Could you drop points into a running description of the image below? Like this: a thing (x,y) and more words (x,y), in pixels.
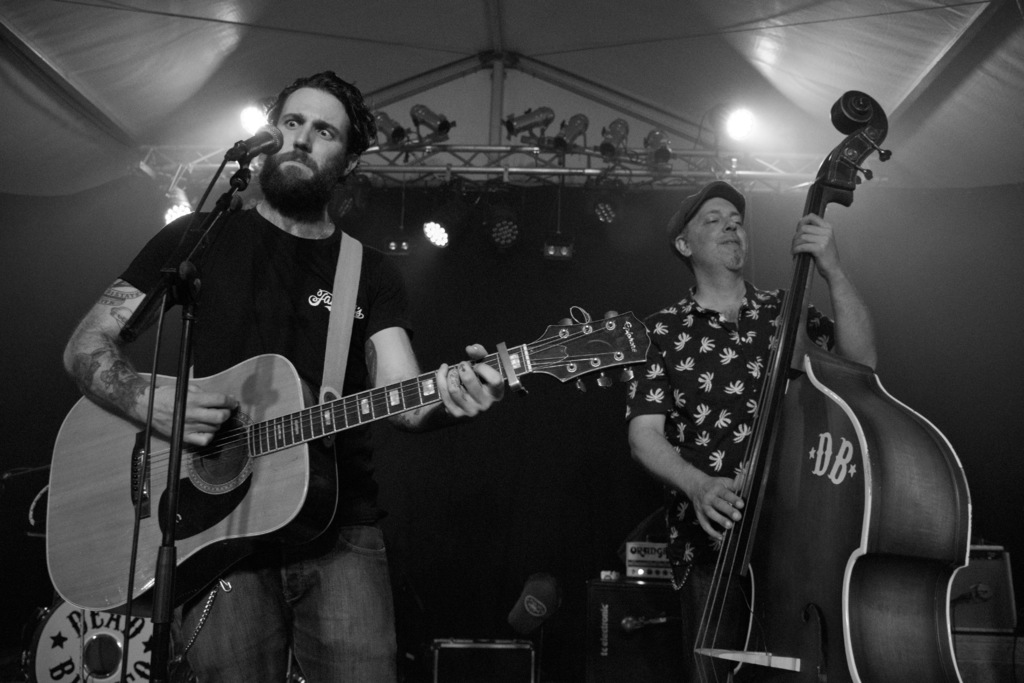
This picture is taken on a stage (460,538) and it is black and white. There are two persons (309,303) holding musical instruments (808,415). A man (351,585) towards the left (338,641), he is playing a guitar (400,395) and staring at a mike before him. Towards the right (731,506) there is another man (731,506), he is playing a musical instrument (946,661). In the background (481,280) there is a stage (526,224) with lights (563,121).
